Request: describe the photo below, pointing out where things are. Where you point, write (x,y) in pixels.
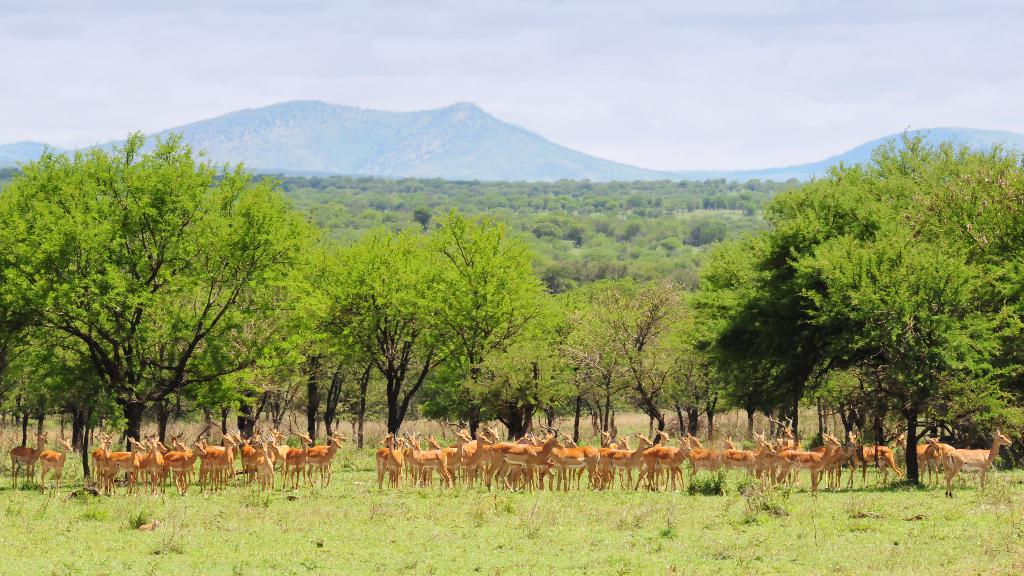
In this image I can see many deer (828,461) on the grass (989,510). There are trees (484,350) behind them. There are hills (342,154) at the back (524,152). There is sky (668,49) at the top (758,53).
